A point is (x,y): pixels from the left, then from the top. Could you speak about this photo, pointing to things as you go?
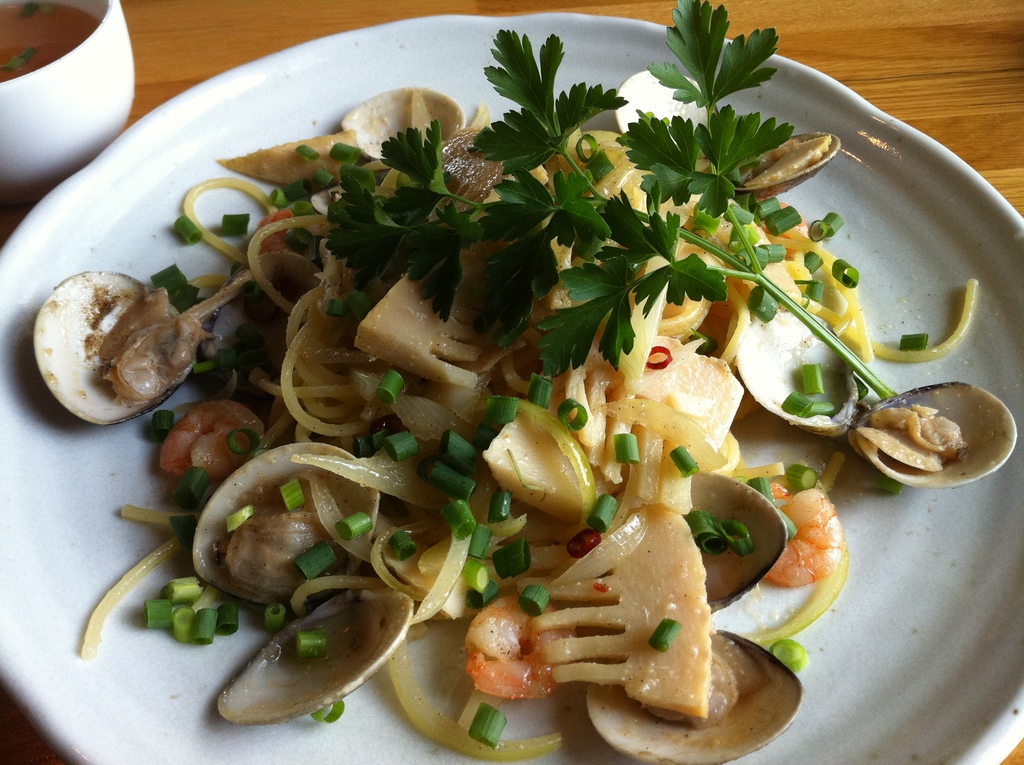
In this image, we can see a white plate (24,402) is placed on the wooden surface (205,57). Some eatable things (582,379), food item (596,527) is placed on the plate (148,170). On the left side (97,134), there is a white bowl (69,94) with some liquid (40,38).
